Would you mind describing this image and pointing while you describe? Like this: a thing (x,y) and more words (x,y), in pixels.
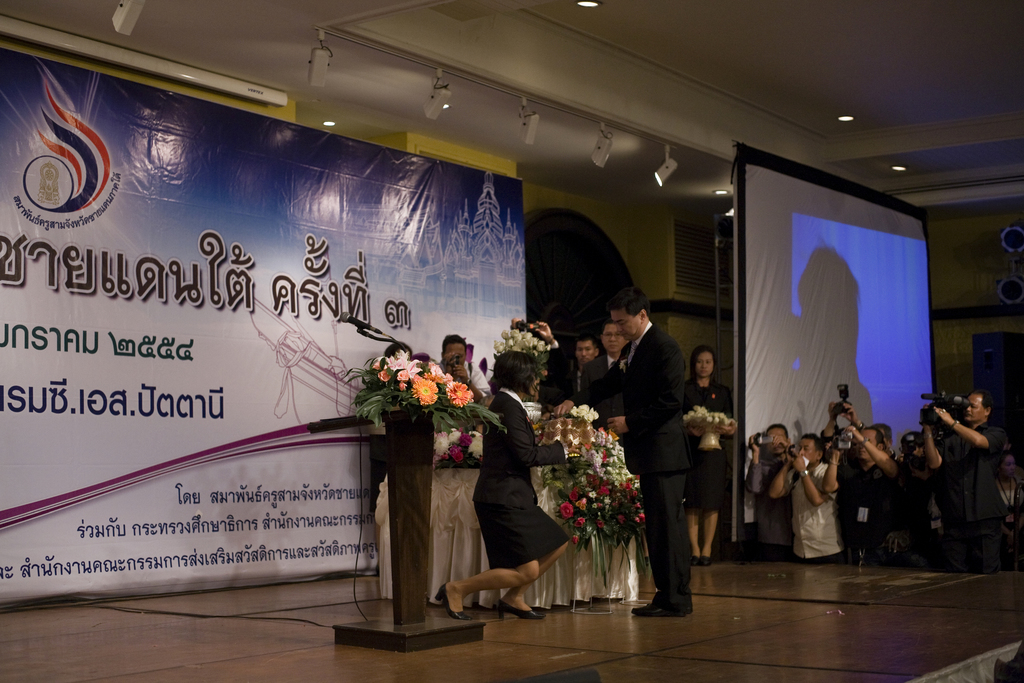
In this image at the bottom (214,601) there is a stage (627,609), on the stage (596,625) there are some people (601,402) who are standing and also there are some flower bouquets (436,388) and flowers (455,404) and a podium (413,542). In the background (297,497) there is a hoarding (250,266), on the right side (867,491) there are some people (841,491) who are standing and they are holding cameras (908,431). Beside them there is one screen (803,258), in the background (663,271) there is a wall (646,266). On the top (594,42) there is ceiling (688,47) and lights (312,75).
